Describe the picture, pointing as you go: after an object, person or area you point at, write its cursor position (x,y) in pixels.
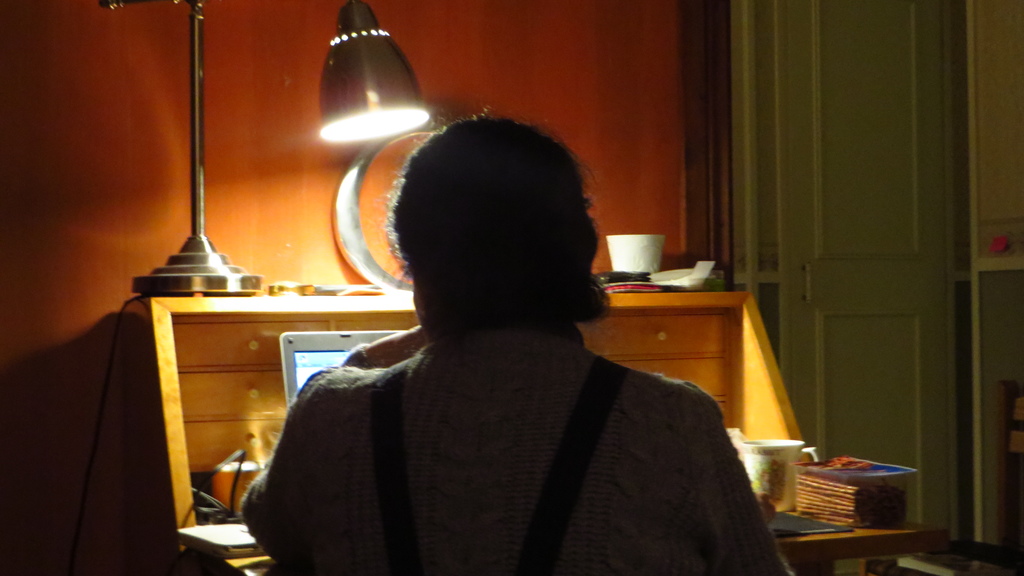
In this image, we can see a person (472,455). We can see a table (278,345) with some objects (237,547) like a mug (782,466). We can see a device (296,353). We can also see a pole (180,291) with light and a white colored object (622,260). We can see the wall (586,123) and some wire (105,406). We can see a door (920,517) and an object (932,556) at the bottom right corner (932,511).
